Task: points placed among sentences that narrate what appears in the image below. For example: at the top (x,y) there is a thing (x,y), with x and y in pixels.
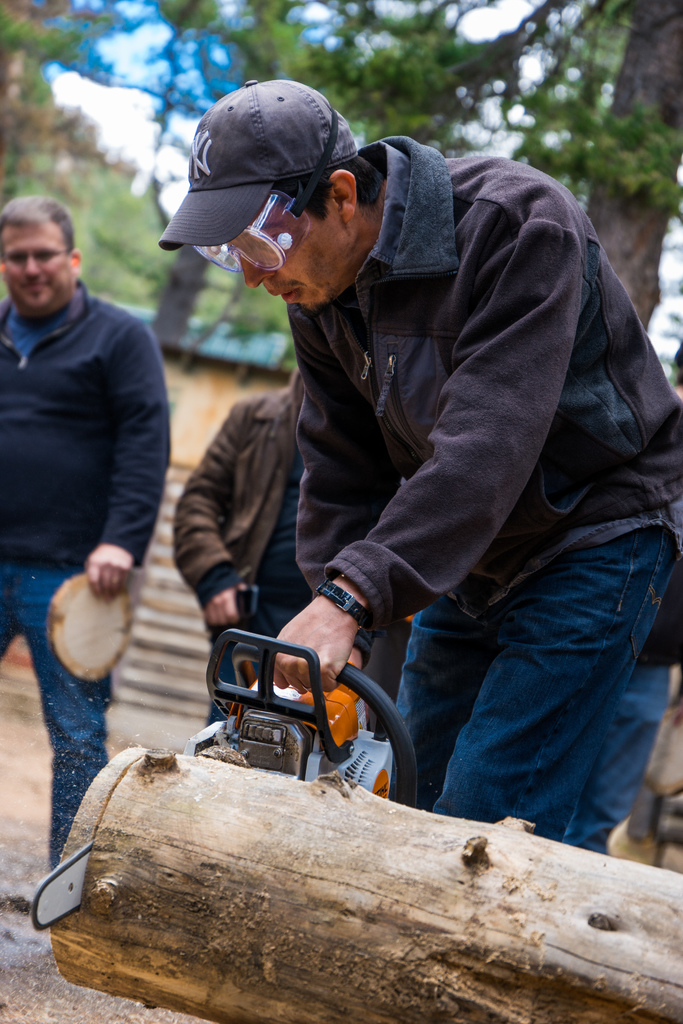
In this picture we can see a man (537,439) wearing black jacket (535,470) is cutting the tree trunk (249,824) with the machine (290,733). Behind there is a person (61,408) standing and looking to him. In the background (635,143) there are some trees (610,148).
